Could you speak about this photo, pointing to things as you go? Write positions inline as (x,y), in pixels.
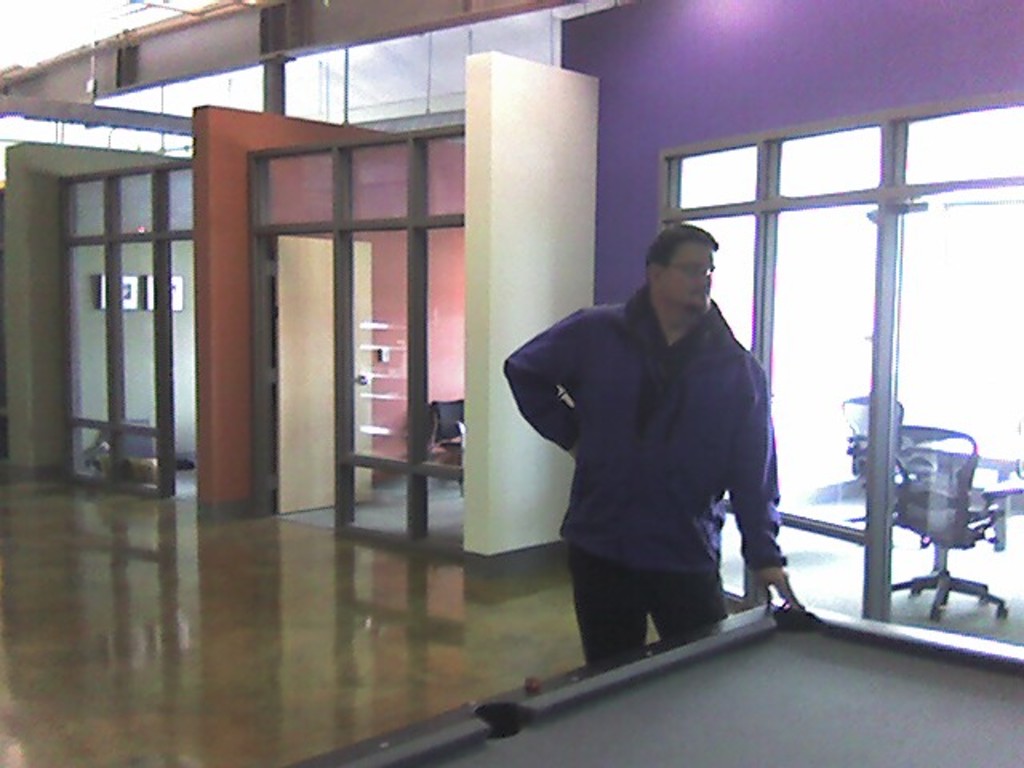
The person (725,445) wearing violet dress (705,436) is standing and placed his hand (775,570) on a table (743,617) in front of him and there is a glass door (885,222) behind him.
